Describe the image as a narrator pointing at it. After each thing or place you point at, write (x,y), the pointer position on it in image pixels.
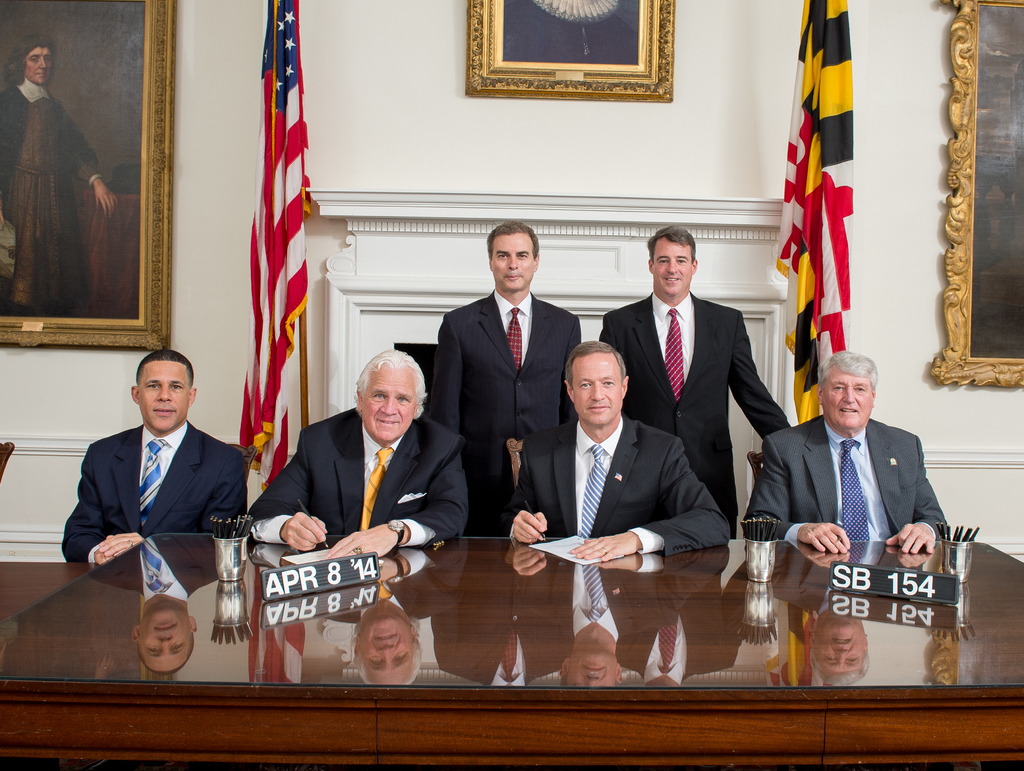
Here in this picture we can see a group of men (179,407) sitting on chairs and behind them we can see two men (471,317) standing and all of them are wearing suits (356,513) and smiling and in front of them we can see a table (39,616), on which we can see pen holders (234,543) present and we can see the two persons (605,550) in the middle (559,473) are signing the paper (561,545) present in front of them and behind them we can see flag posts (271,429) present on either side and we can also see portrait (24,33) present on wall (1012,408) and we can also see some number plates (362,570) present on the table (850,609).
